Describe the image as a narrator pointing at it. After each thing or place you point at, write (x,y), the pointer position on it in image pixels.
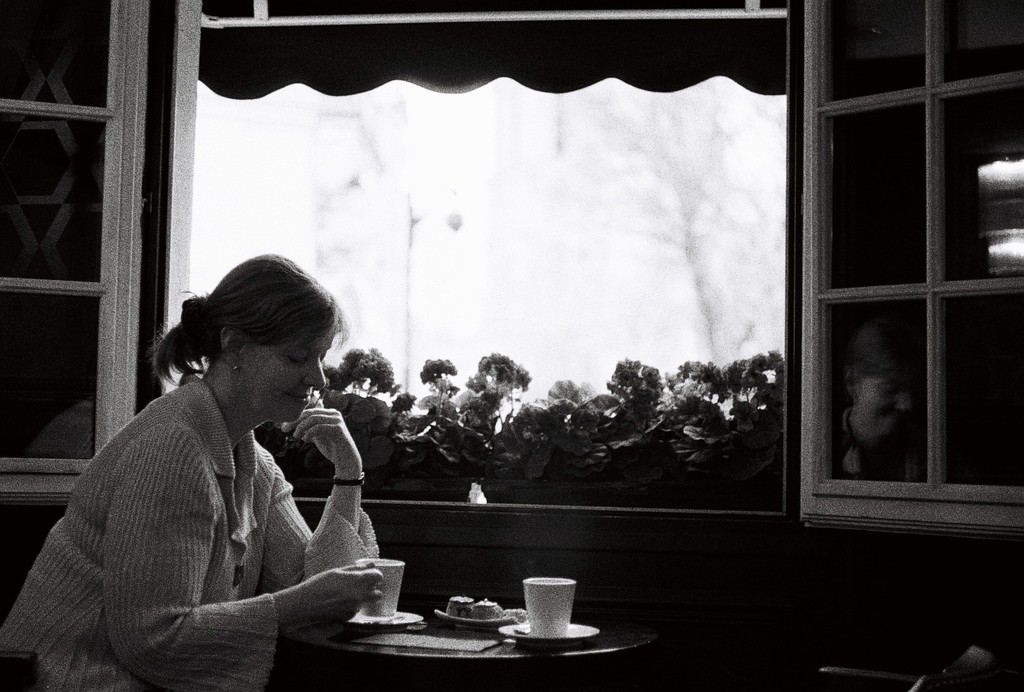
In this picture I can observe a woman (223,595) sitting in front of a table (334,624). There are two cups (565,610) on the table (559,651). Beside the woman (311,390) I can observe some flowers (447,449) and a window (335,132). This is a black and white image.
